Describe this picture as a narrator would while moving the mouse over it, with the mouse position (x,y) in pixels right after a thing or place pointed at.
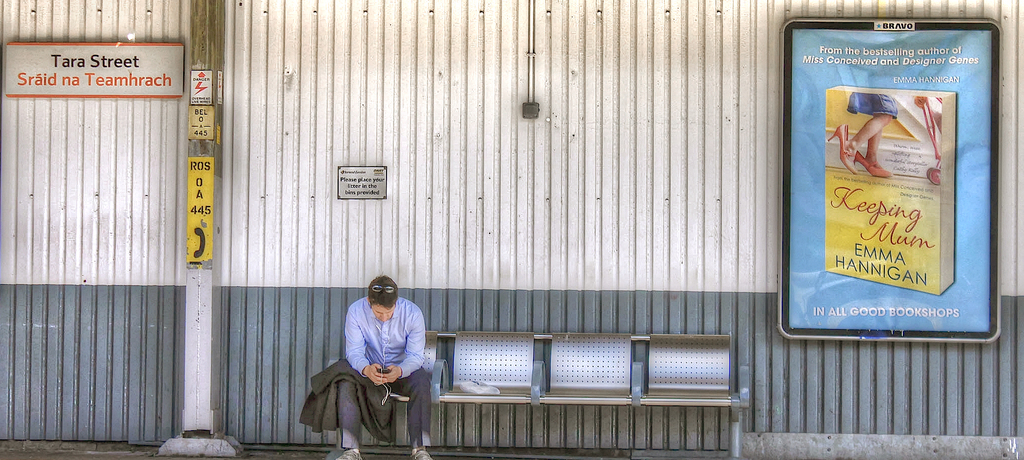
In this image we can see a person (350,354) wearing shirt (416,316) and holding a mobile phone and the blazer (316,393) is sitting on the chair (613,358). In the background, we can see the board (847,152) on which something is displayed. Here we can see the signboard (55,74) with some text (110,81) on it and the pole (201,266) here.
